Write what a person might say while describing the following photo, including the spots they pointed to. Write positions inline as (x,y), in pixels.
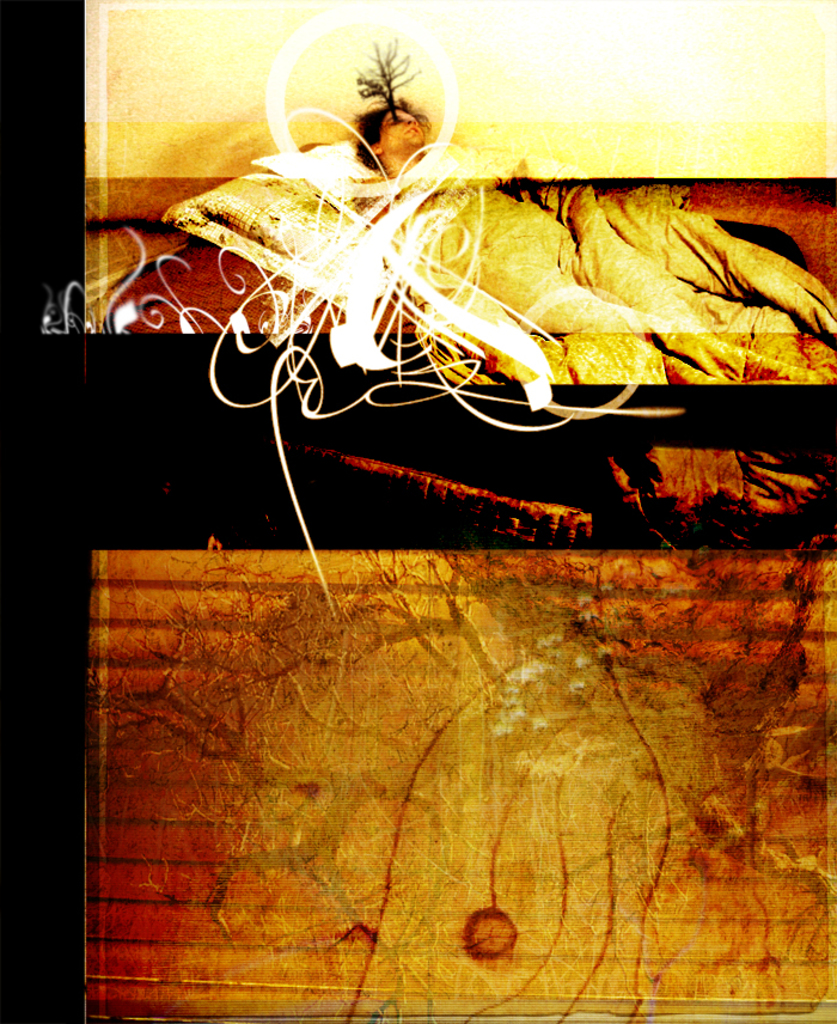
We can see a wall (224,618) at the bottom of this image (323,763) and there is one person (452,210) lying on a bed (402,233) as we can see at the top of this image (510,222).
